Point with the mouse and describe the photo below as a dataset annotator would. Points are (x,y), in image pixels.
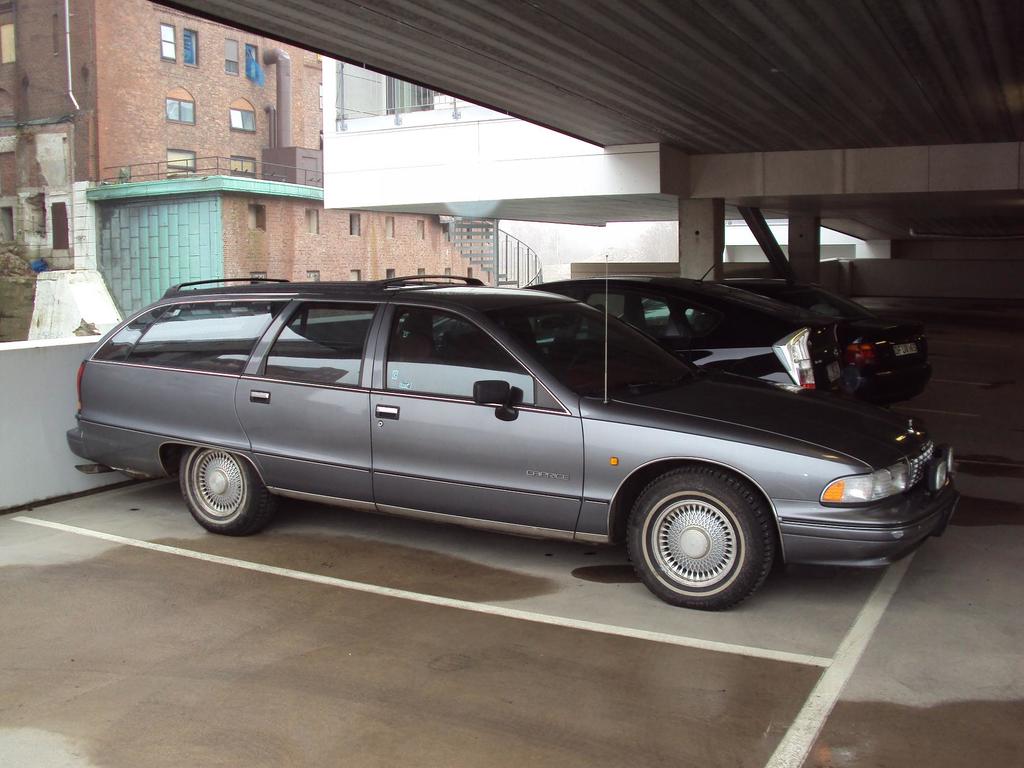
In this image there are few cars (625,385) parked, beside the cars (748,312) there are pillars (799,247), on top of the cars (598,296) there is a rooftop (547,52), beside the cars (227,328) there is a concrete fence (73,359), on the other side of the fence (82,340) there are buildings (409,148).
